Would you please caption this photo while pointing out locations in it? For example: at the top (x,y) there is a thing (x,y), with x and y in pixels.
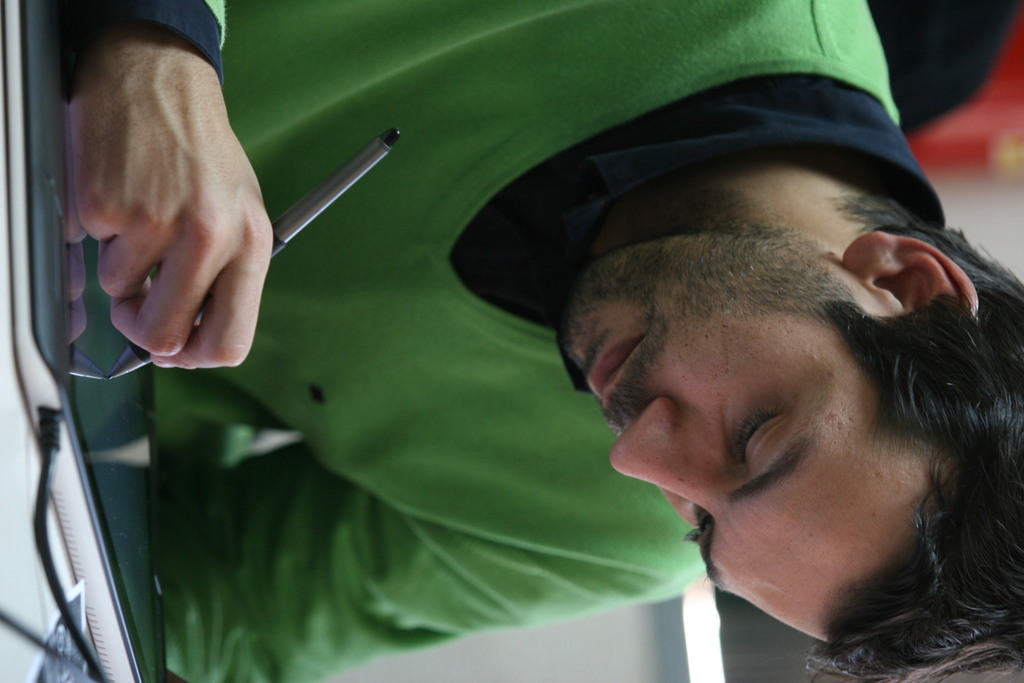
In this image there is a man (225,295) sitting, he is holding an object (338,196), there is a device (48,174) towards the left of the image (50,311), there is a wire (47,565) towards the bottom of the image (63,607), there is an object (54,661) towards the bottom of the image (38,667), there is an object (953,56) towards the top of the image (967,59).
